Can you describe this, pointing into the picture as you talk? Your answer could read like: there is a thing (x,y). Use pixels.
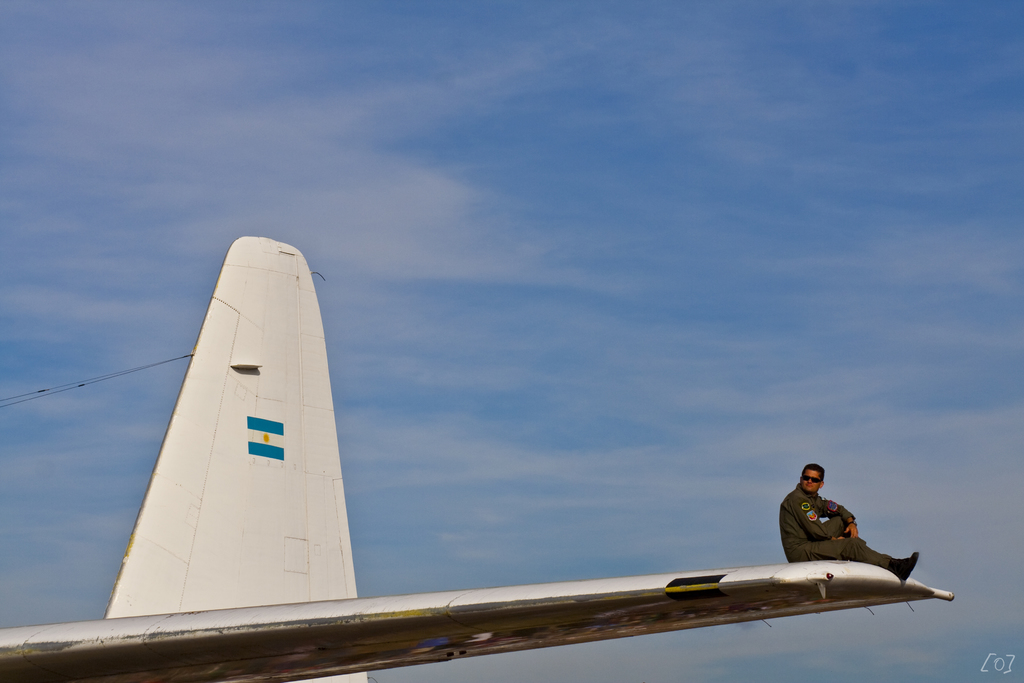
A man (848,522) is sitting on the airplane (333,568), this is sky (692,135).
